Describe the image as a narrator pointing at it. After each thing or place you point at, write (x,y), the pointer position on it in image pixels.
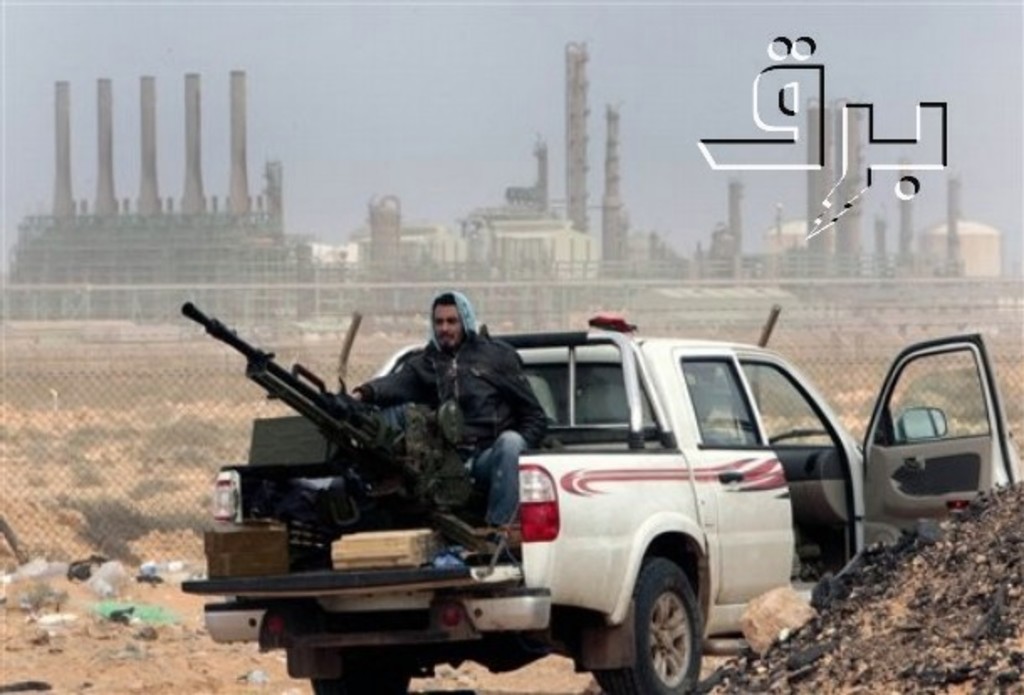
In this image in the center (623,448) there is a vehicle (700,516), on the vehicle (607,510) there is a man (492,440) sitting and holding a gun (346,421). In the background (427,254) there are buildings (427,254), there is fence (150,406) and on the ground (91,470) there is grass (159,459).
